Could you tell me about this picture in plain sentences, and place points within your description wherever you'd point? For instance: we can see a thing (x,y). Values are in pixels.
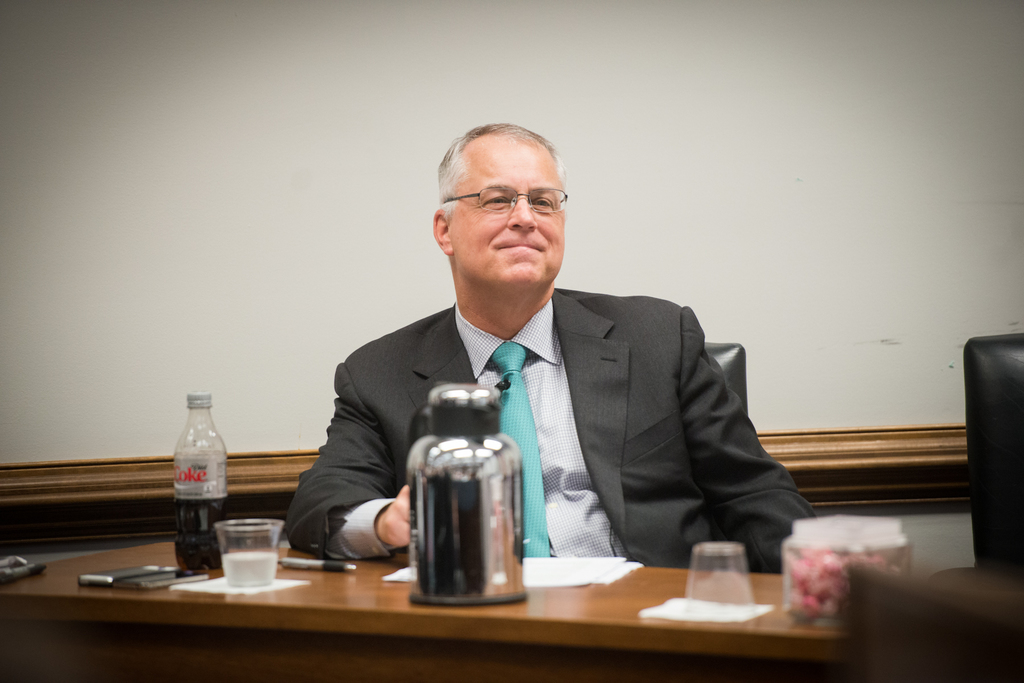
We can see a man (617,332) sitting on chair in front of a table (377,576) and on the table (325,587) we can see kettle (416,521), bottle (194,463), glasses (723,583). This man (500,232) wore spectacles (460,199). On the background (368,102) we can see a wall (408,94).
